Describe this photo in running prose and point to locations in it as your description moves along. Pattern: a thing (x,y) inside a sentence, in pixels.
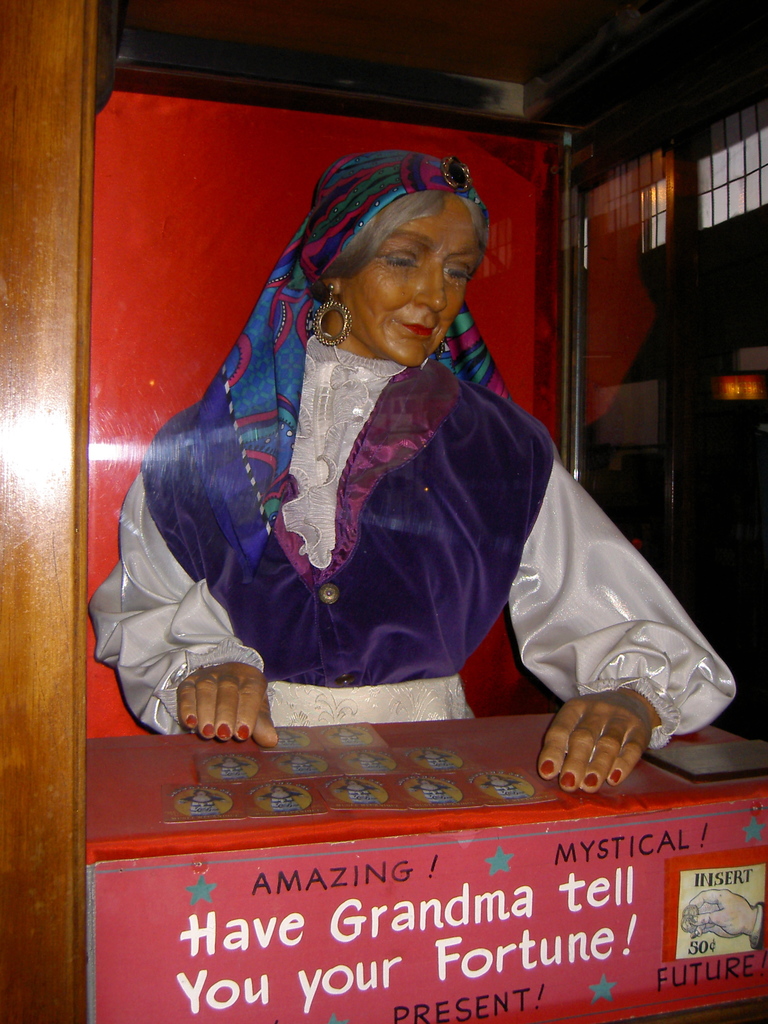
In this image in the foreground (434,510) there is a sculpture (205,560) visible in front of desk (494,943), on which there is a text (629,896) and person's hand (717,896), behind the sculpture (440,501) there is a red color wall (161,332), on the right side (719,213) there is a window (747,193), light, the wall (669,428).
